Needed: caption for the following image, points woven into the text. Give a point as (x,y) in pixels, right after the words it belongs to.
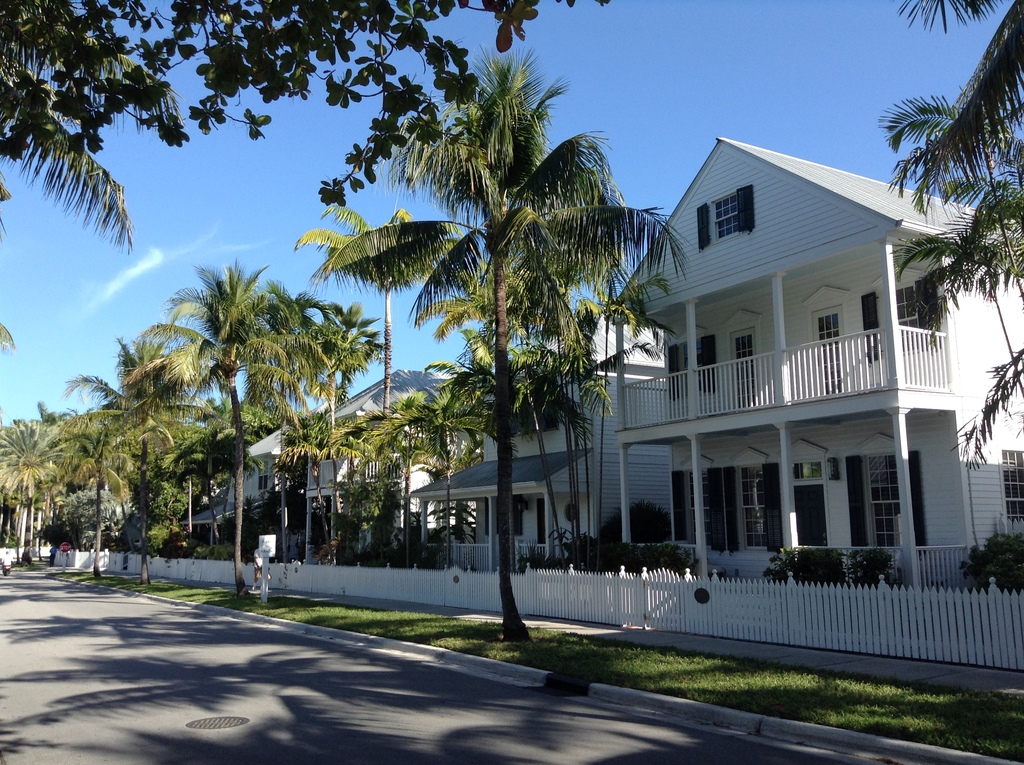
In this image in the center (605,415) there are some buildings (1018,342), trees (339,504), fence (704,585) and some objects (66,562). At the bottom (302,644) there is road (434,678) and grass (682,684), and at the top (685,63) there is sky (557,113).
